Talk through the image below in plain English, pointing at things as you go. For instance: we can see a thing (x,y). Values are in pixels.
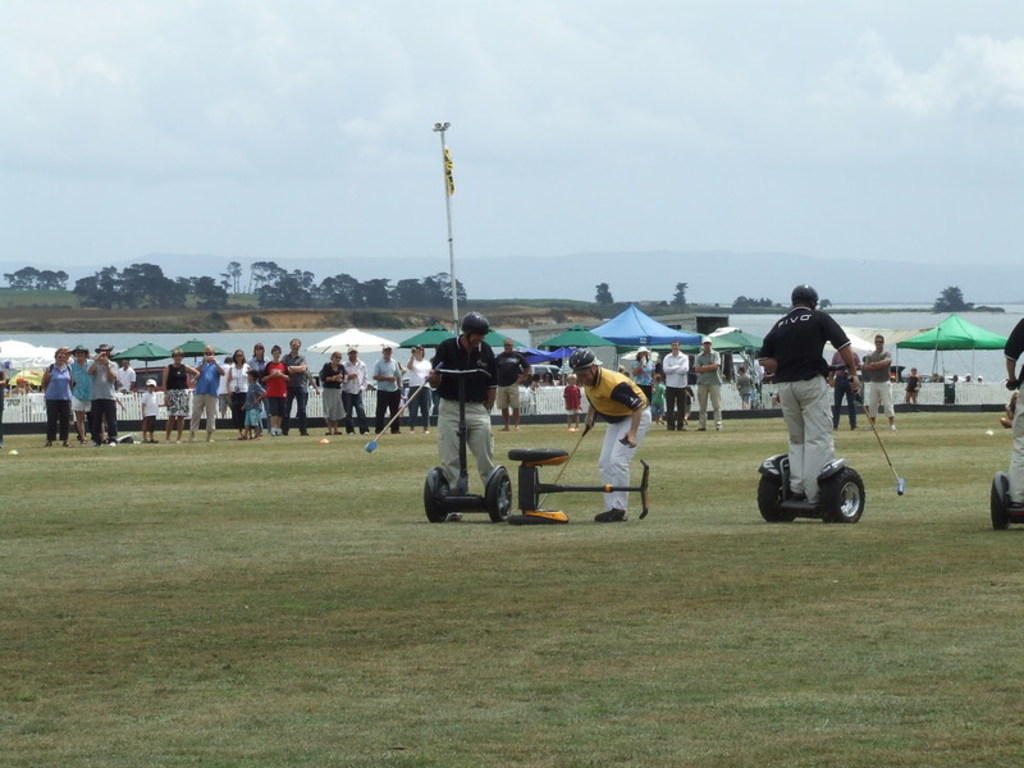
In this image, we can see a group of people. Few are playing a game with segways (522,516) on the ground (472,672). They are holding sticks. Here there is a pole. Background (123,399) we can see trees (96,282), water (896,356), umbrellas (34,368), railing (762,404) and sky (361,119).
